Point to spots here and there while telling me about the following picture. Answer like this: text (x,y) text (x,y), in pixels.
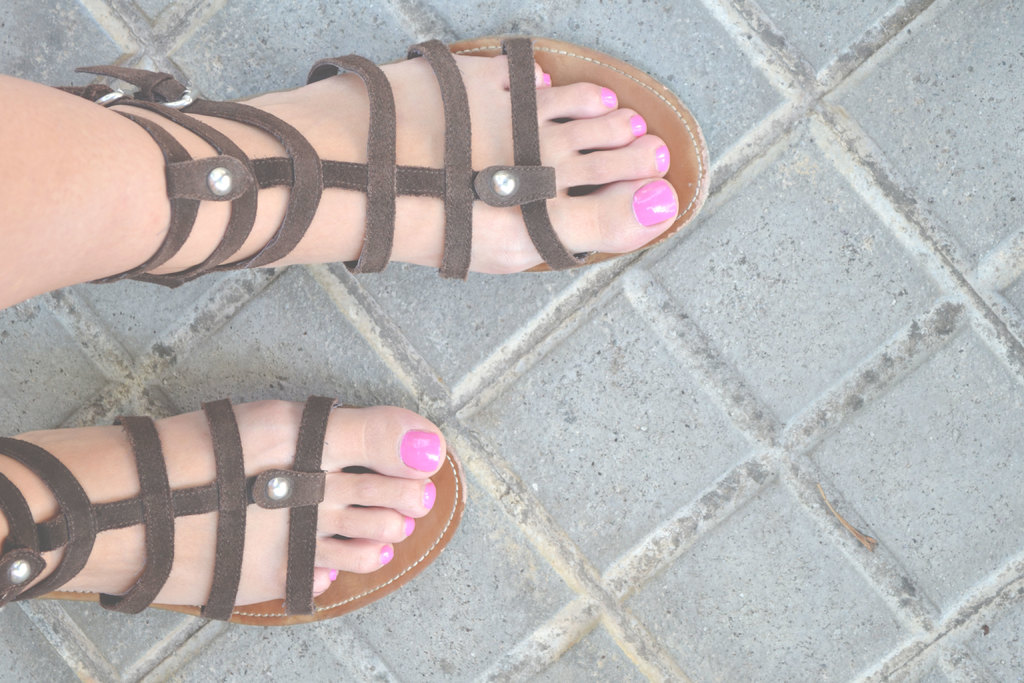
In this image we can see women legs (253,409) with sandals (518,92). This is floor (3,386).
